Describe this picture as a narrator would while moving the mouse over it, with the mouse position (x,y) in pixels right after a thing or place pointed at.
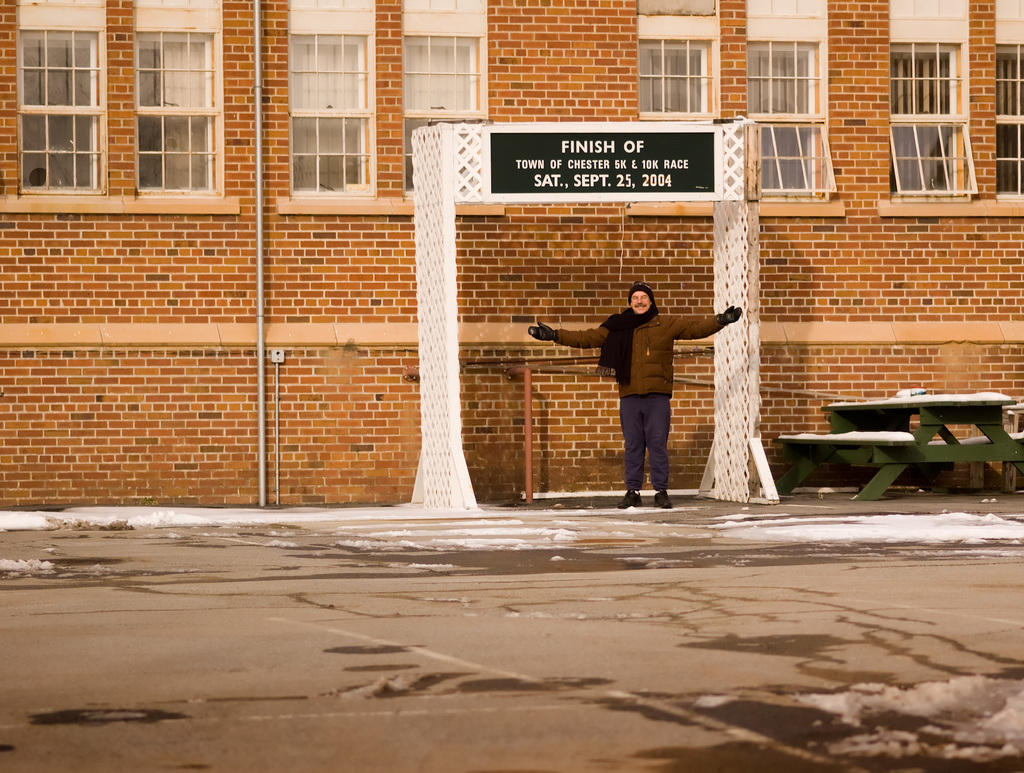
In this image I can see a person (634,406) standing on the road (720,644). There is a board (535,192) attached to the arch (618,169). In the background (719,118) there is a building (834,145).
